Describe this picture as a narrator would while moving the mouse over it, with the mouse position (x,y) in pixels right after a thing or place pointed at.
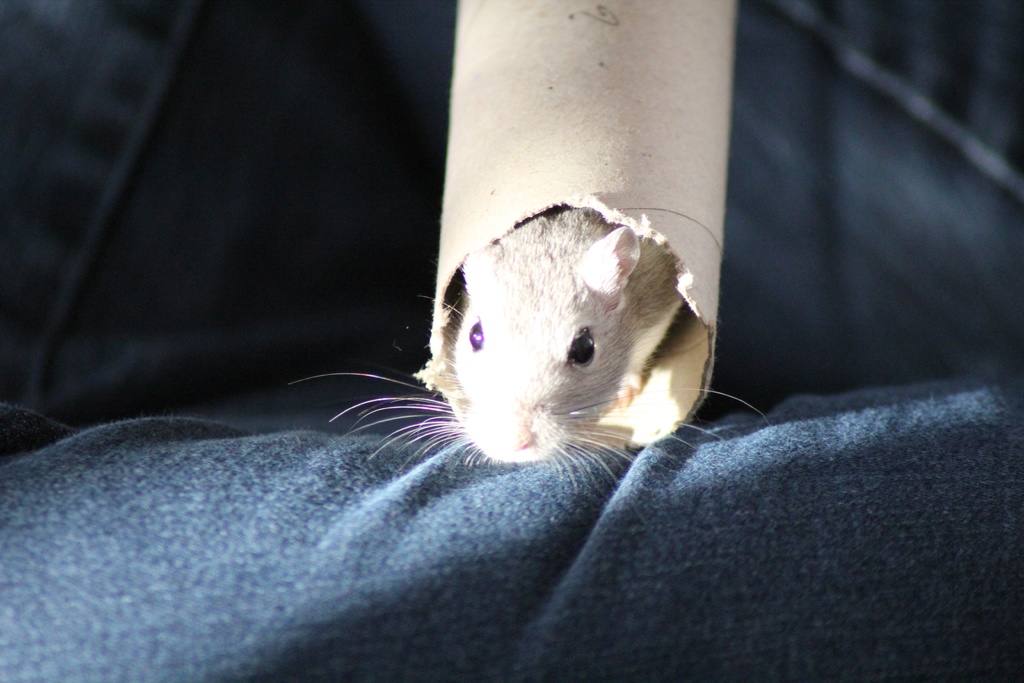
At the bottom of this image (285,593) there is a cloth (509,634). At the top (518,187) there is a rat (611,326) inside a roll (675,364). The background (124,263) is blurred.
